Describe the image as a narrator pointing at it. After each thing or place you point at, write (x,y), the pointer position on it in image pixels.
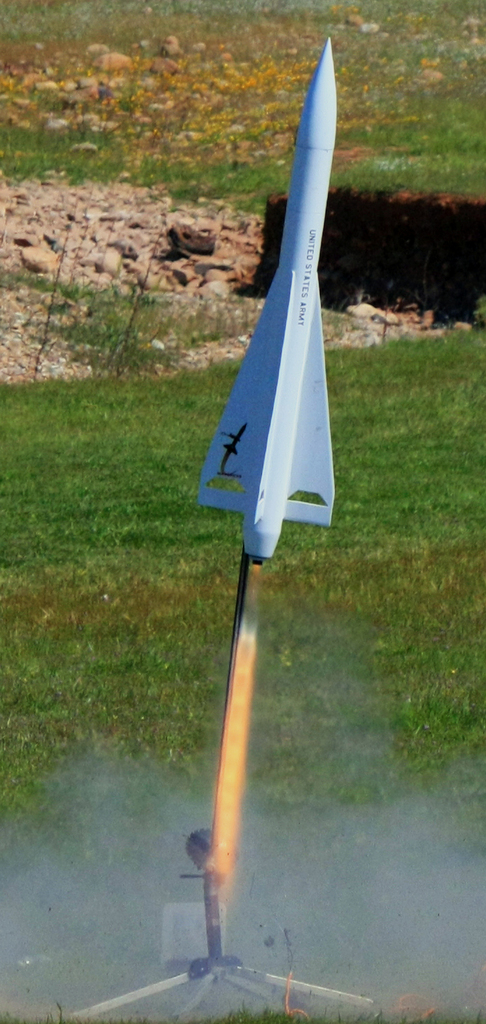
In this image I can see a white color rocket (299,379). In the background (154,479) I can see rocks (44,242), the grass (129,382) and some objects (199,921) on the ground (352,407).
